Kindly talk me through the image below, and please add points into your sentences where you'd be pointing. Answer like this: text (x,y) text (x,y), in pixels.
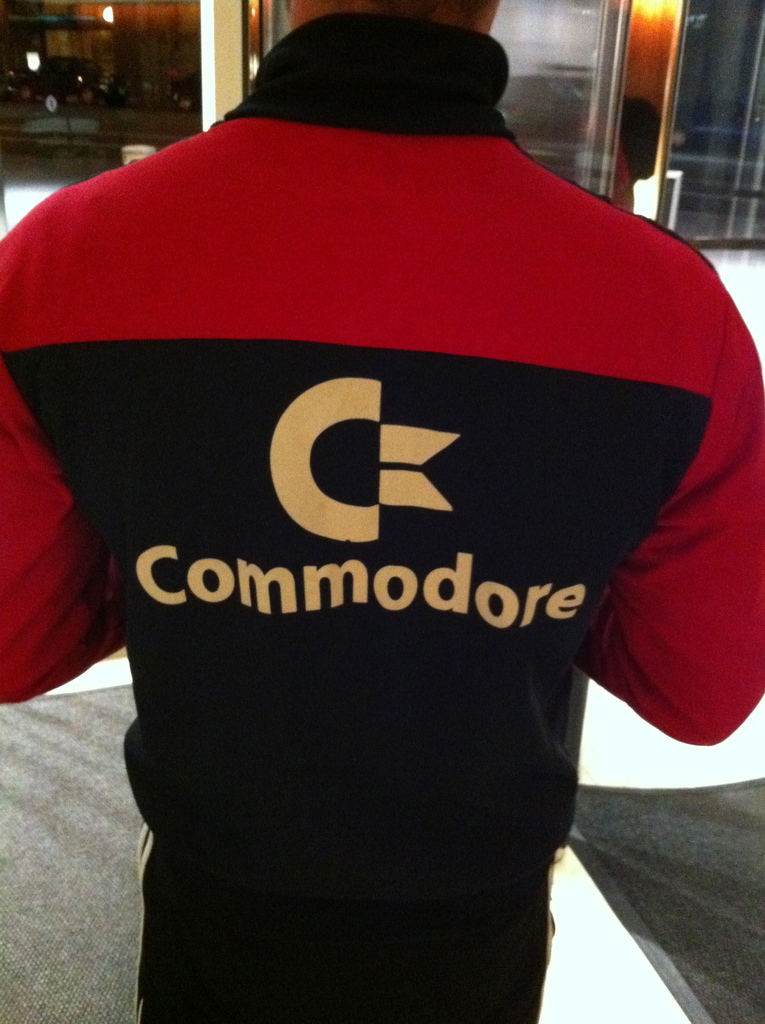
There is a person (509,694) standing and we can see floor (596,983). In the background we can see lights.
